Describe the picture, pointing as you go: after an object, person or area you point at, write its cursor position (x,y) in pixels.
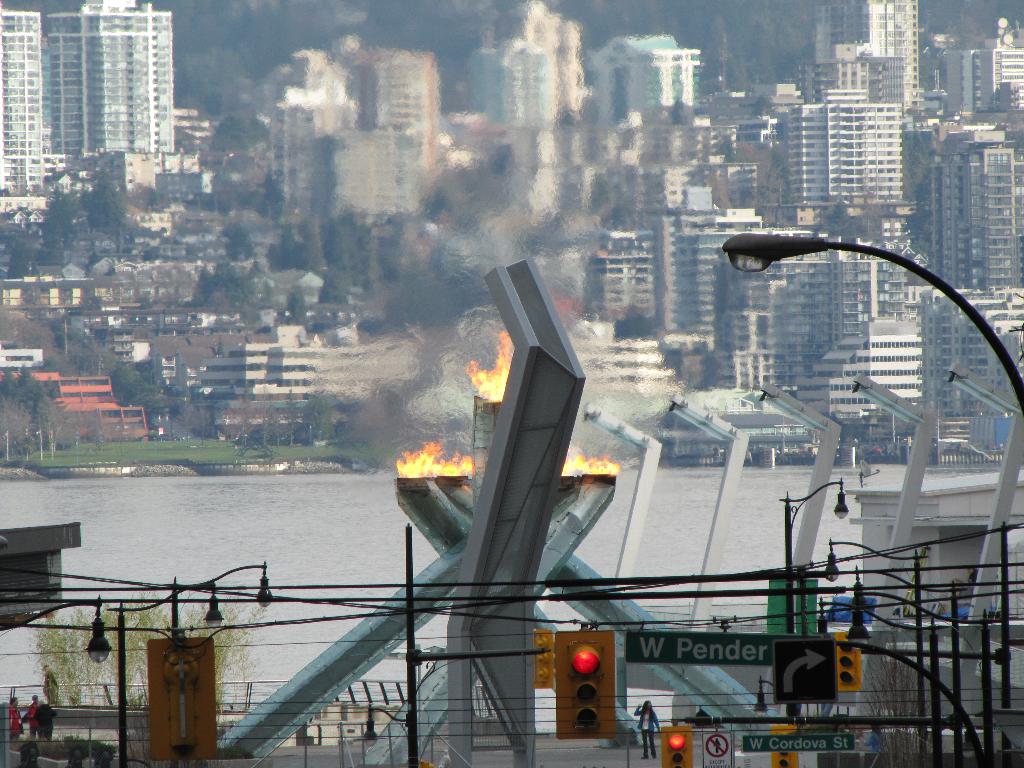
In this image we can see fire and smoke (400,378) on a surface (397,487). Behind the fire (500,378) we can see a group of buildings (639,380), trees (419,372) and water (203,529). At the bottom (174,707) we can see a few people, traffic lights (588,656), sign boards (728,639), wires (994,566) and poles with lights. On the right side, we can see a street pole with light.
